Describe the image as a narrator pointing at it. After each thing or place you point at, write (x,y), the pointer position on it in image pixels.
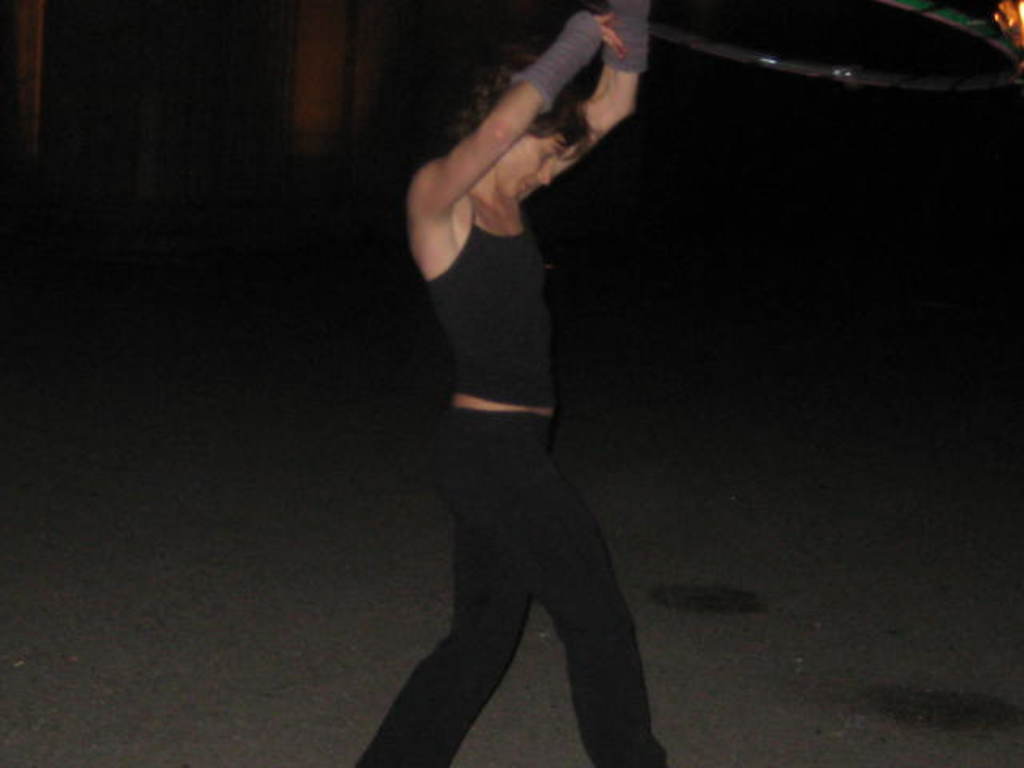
In the picture I can see a woman (522,330) wearing black dress (528,319) is dancing and there are some other objects (343,78) in the background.
